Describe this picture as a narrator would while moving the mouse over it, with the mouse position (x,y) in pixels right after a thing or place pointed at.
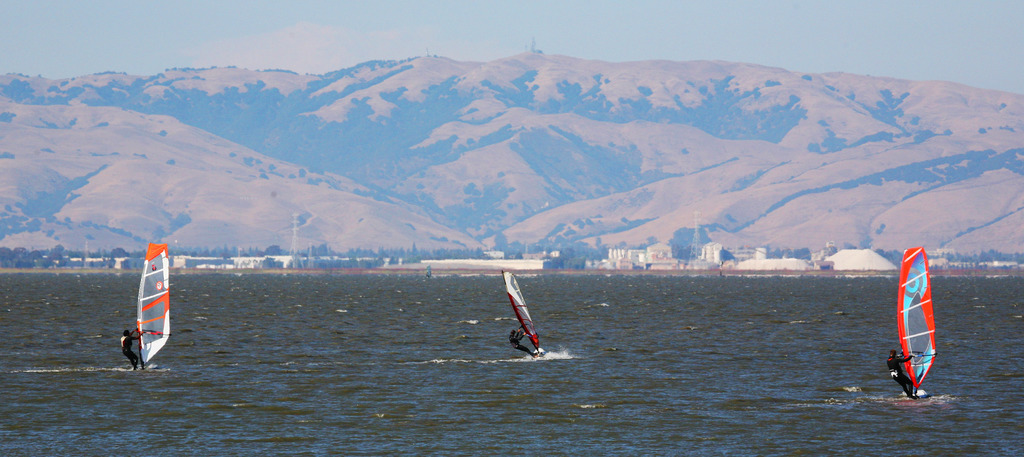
At the bottom of this image (653,392), there is water (934,409) on which there are three windsurfers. In the background (33,216), there are buildings (754,246), towers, trees (49,251), mountains (944,103) and there are clouds (336,29) in the sky (314,11).
